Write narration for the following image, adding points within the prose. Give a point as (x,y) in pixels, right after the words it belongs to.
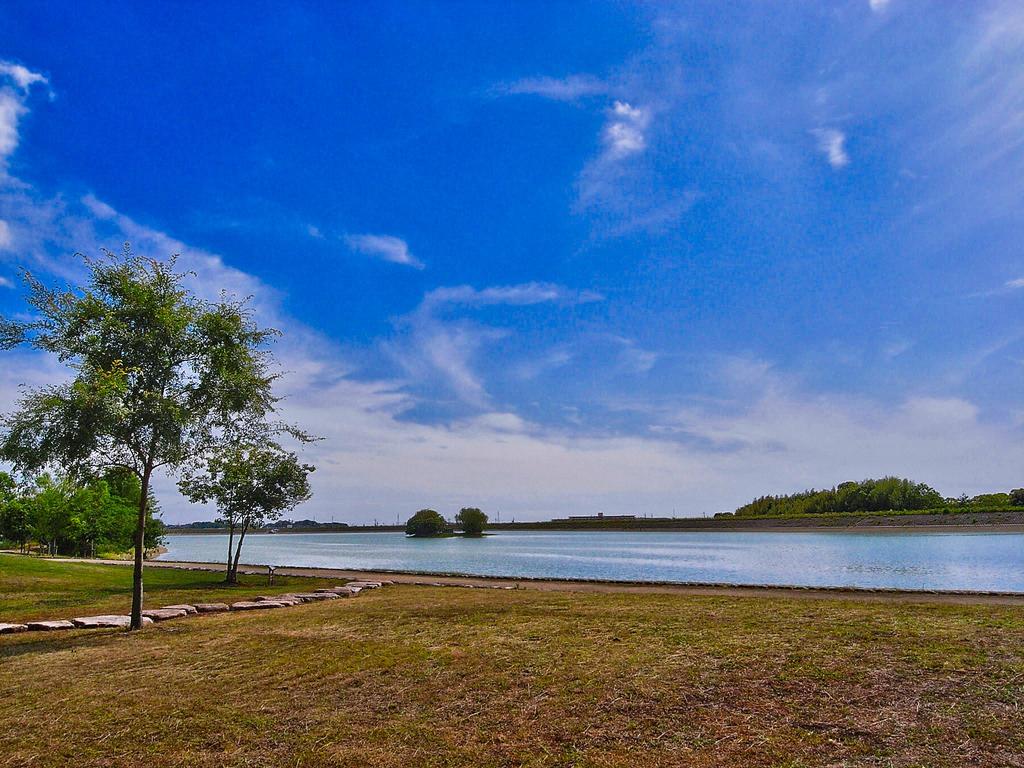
At the bottom of the picture (406,646), we see the grass (68,573). On the left side (85,480), we see the trees (93,475) and stones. In the middle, we see the trees (464,519) and water (656,559). This water (687,563) might be in the canal (705,555). There are trees (741,511) and poles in the background (788,506). At the top (513,178), we see the sky (431,200) and the clouds (194,267).
